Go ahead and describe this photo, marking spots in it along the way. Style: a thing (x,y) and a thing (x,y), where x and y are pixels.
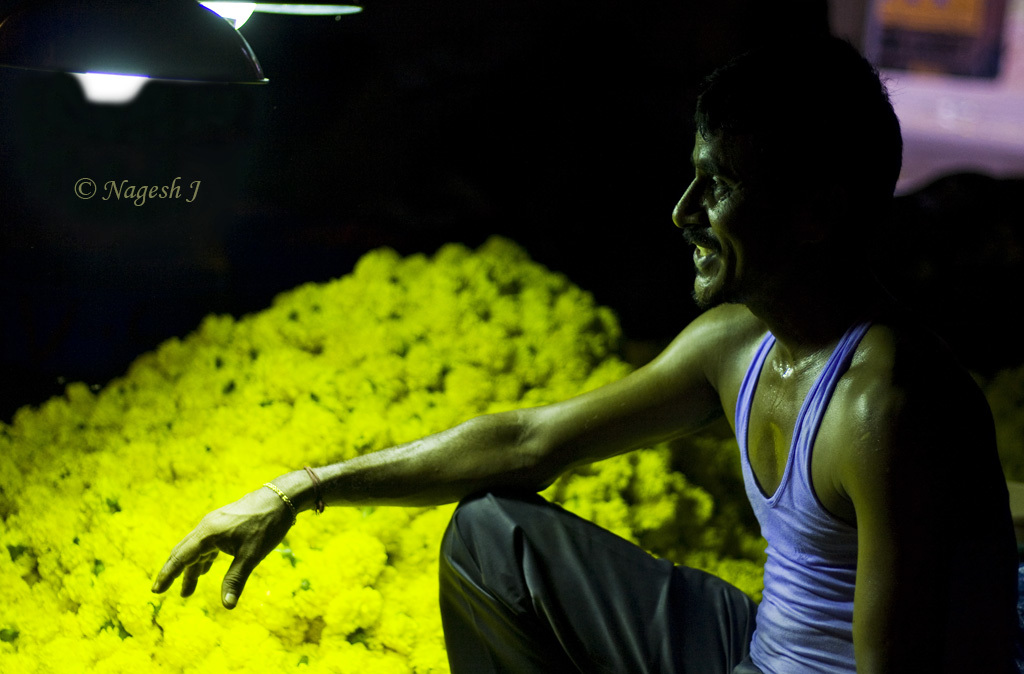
In the center of the image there is a person (454,629). In the background of the image (296,347) there are flowers (298,360).
